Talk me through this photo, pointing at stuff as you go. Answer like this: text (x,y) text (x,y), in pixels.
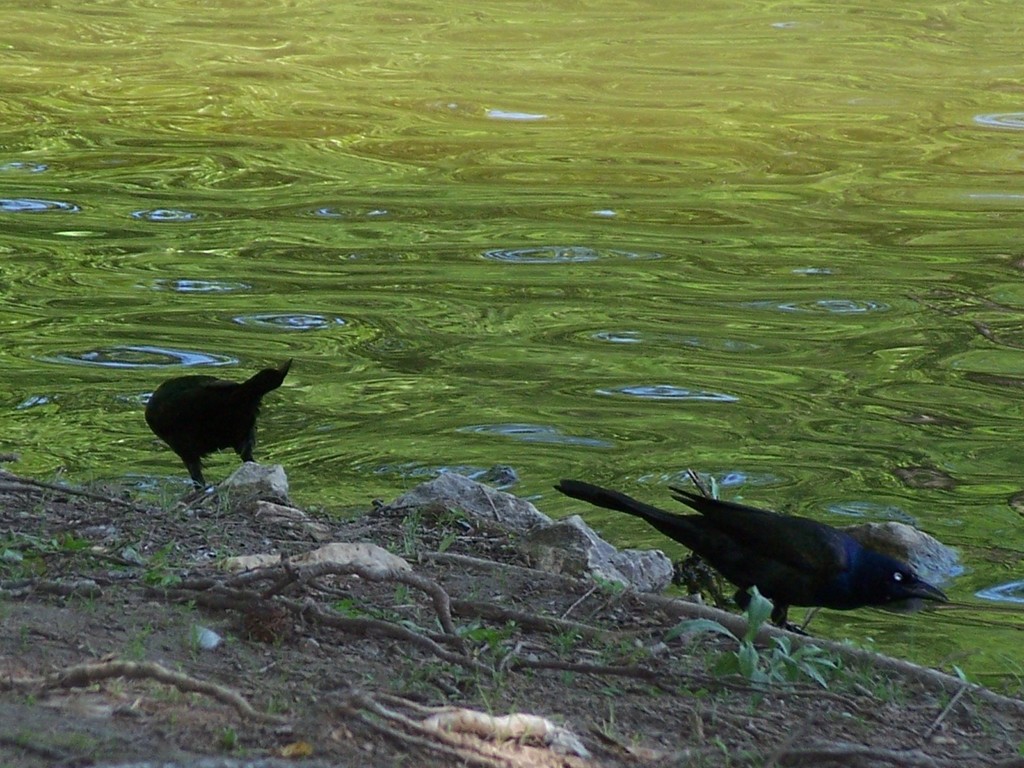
In the picture we can see a surface (506,600) with some twigs (461,614) and rocks (350,552) and two birds (764,578) which are black in color standing near it and beside it we can see water (515,380).
